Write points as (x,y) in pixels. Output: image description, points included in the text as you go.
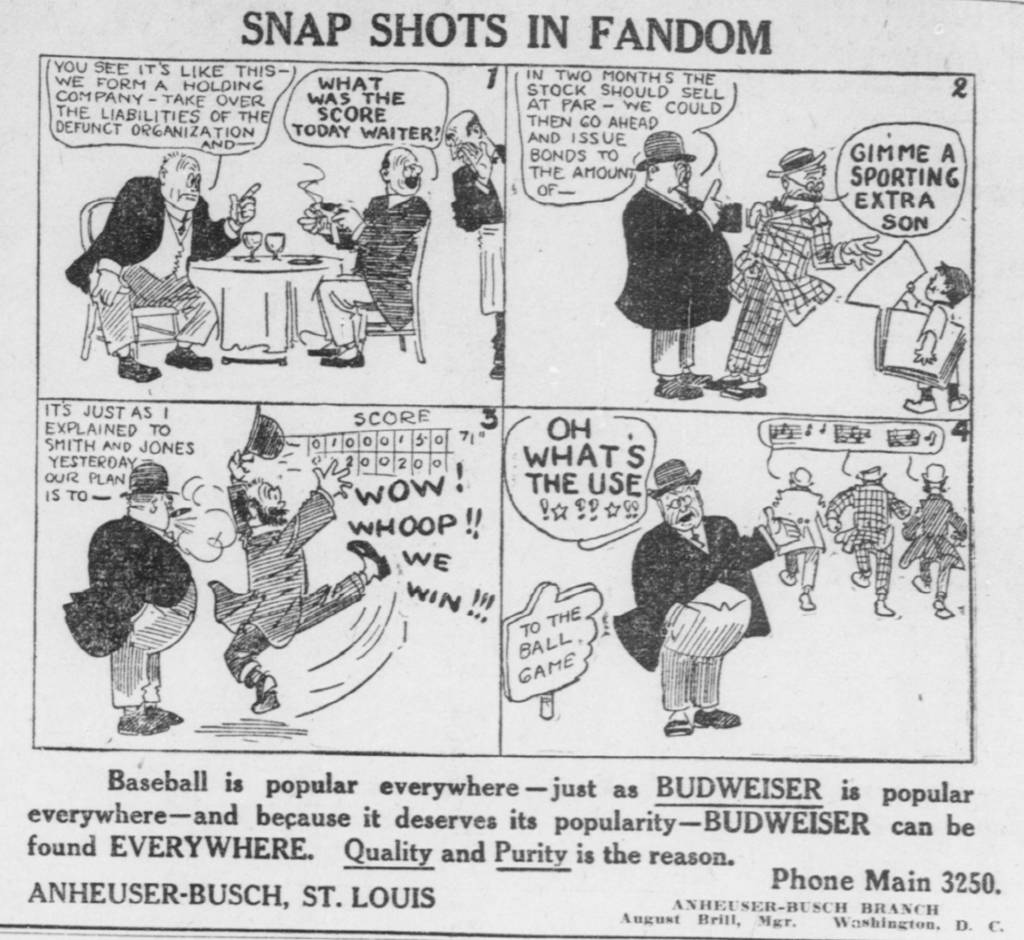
In this image there is a comic picture (72,92), in that there is some text (592,165) and few images (318,502).
